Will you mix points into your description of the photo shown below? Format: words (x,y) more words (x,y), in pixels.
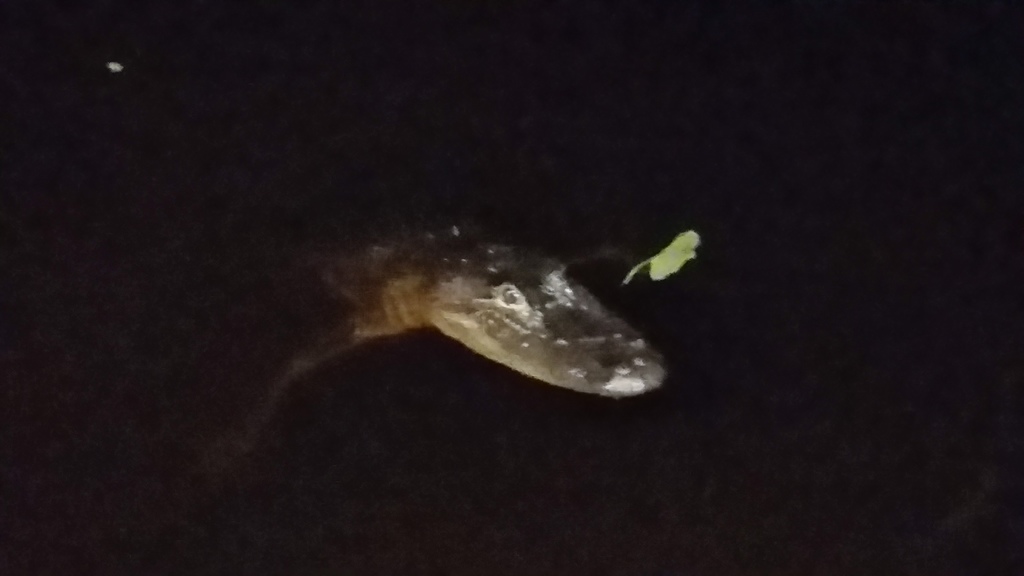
In this image I can see an alligator (507,303). The background (171,127) is dark in color. It looks as if the image is taken during night.
